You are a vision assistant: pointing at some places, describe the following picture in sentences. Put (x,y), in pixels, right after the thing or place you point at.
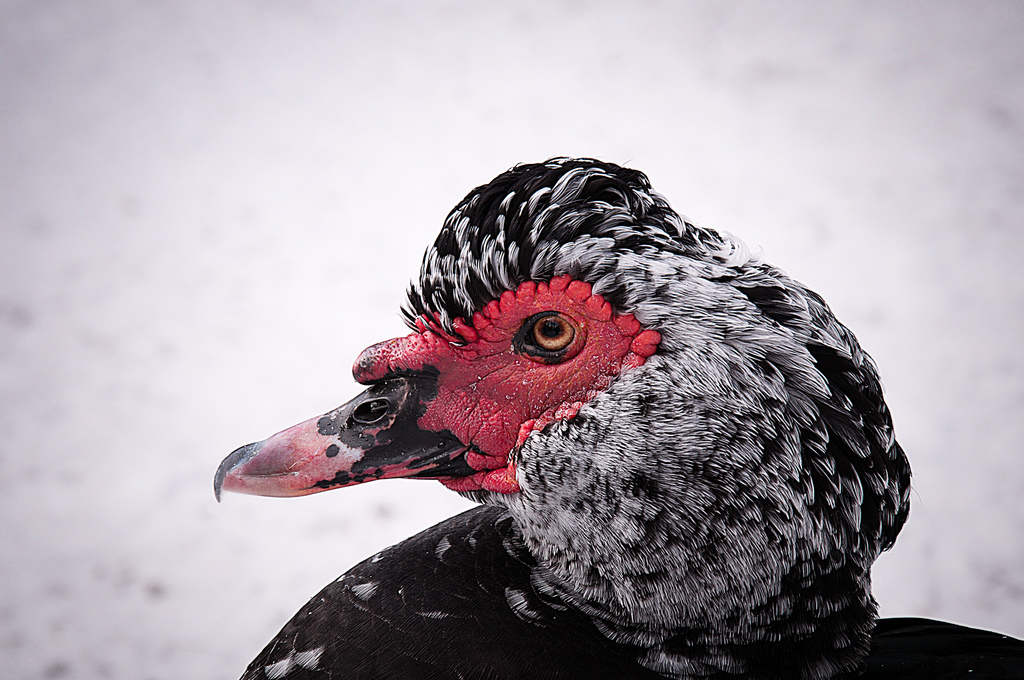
In the image there is a bird (607,442) which is in black and white color. And its face (591,334) is in red color. Behind the bird (488,396) there is a white background (188,333).
